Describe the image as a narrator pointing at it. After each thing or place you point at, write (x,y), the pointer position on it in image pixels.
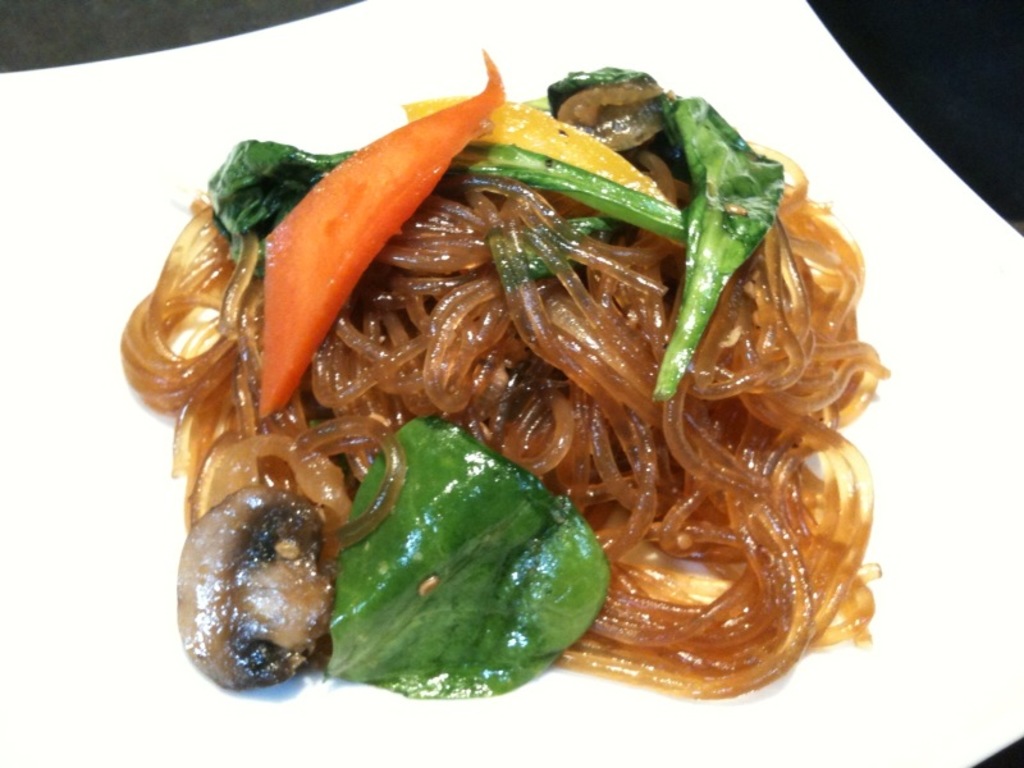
In the foreground of this picture (665,465), there is some food (588,445) like noodles (745,466) is placed on the platter (837,163).
